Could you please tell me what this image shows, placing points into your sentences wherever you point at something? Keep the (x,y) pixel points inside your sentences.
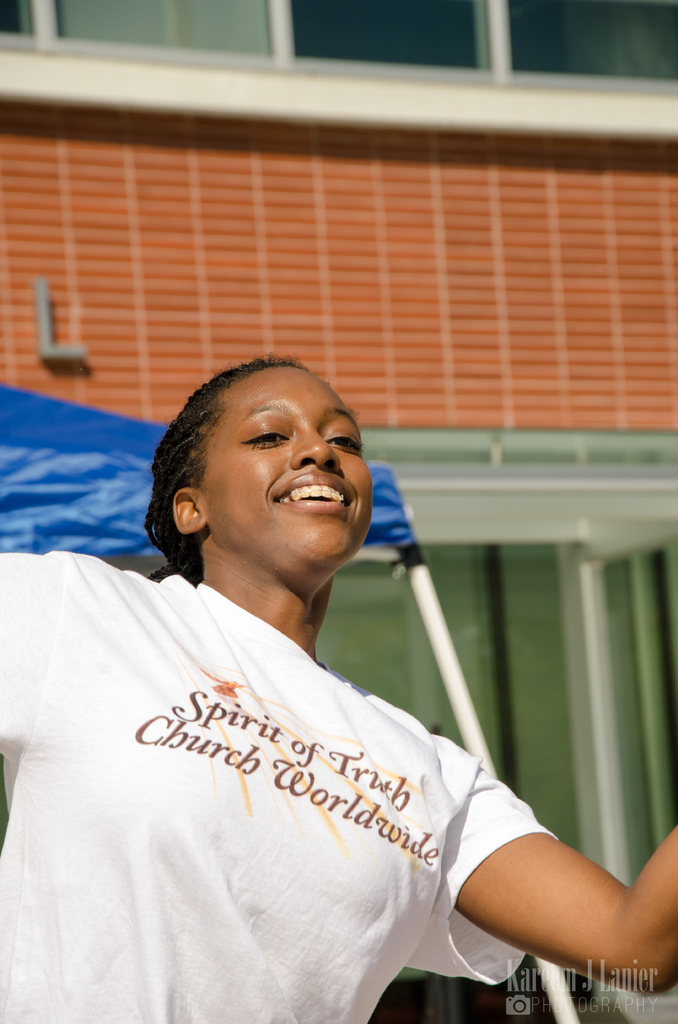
In the foreground of this picture (246,584) we can see a woman (200,662) wearing white color t-shirt (270,775). In the background (439,611) we can see the tent (131,419), building (325,191) and some other objects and we can see the text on the image.
